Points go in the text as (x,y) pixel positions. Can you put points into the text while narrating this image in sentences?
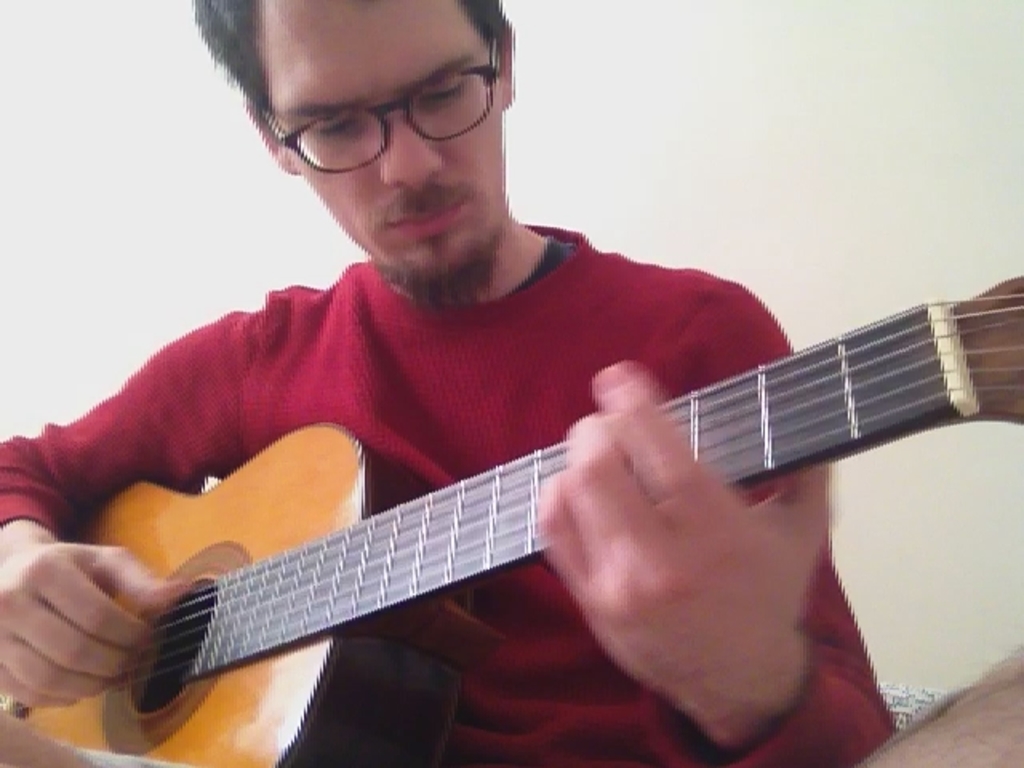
In this image i can see a man (491,592) who is wearing a red colour t-shirt (436,404) and spectacles (328,138). The man (577,491) is playing a guitar (295,594) by holding in his hands (83,591).
